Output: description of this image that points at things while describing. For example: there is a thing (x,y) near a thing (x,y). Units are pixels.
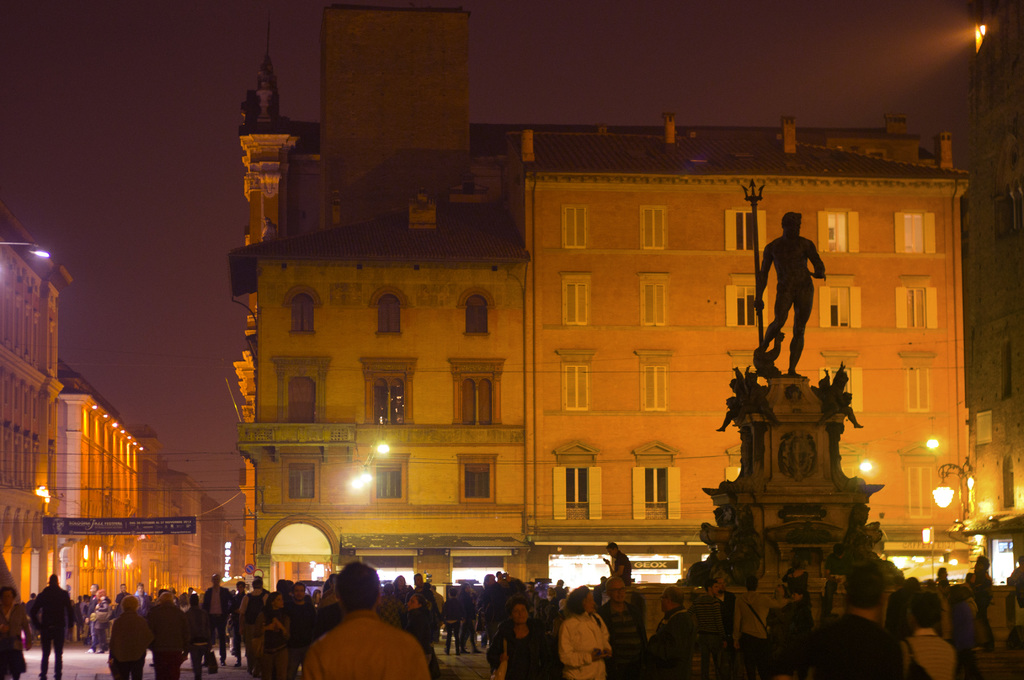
At the bottom of the picture (299,669), we see the people (299,669) are standing. On the right side (808,533), we see the monument (802,465) and a statue of the man (796,328). In the middle of the picture (616,305), we see a building (619,435). On the left side (173,491), there are buildings (99,480), street lights (41,486) and a board (89,521) in blue color with some text (76,523) written on it. On the right side (1011,499), we see the building (994,380) and a street light (934,448). At the top (578,74), we see the sky (170,297). This picture is clicked in the dark.
